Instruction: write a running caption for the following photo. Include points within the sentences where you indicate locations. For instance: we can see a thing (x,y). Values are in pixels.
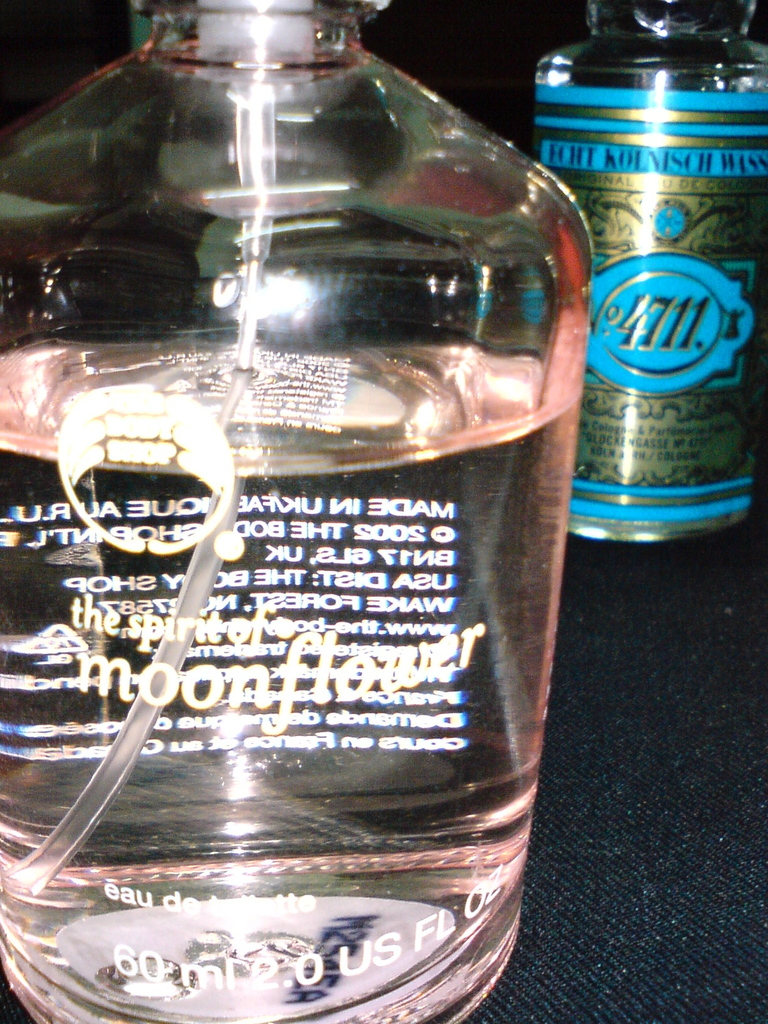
there is a transparent glass bottle (322,796) in which a liquid (458,740) is filled. on the bottle (100,721) moonflower is written. behind that there is another bottle (686,302) on which 4711 is written.
